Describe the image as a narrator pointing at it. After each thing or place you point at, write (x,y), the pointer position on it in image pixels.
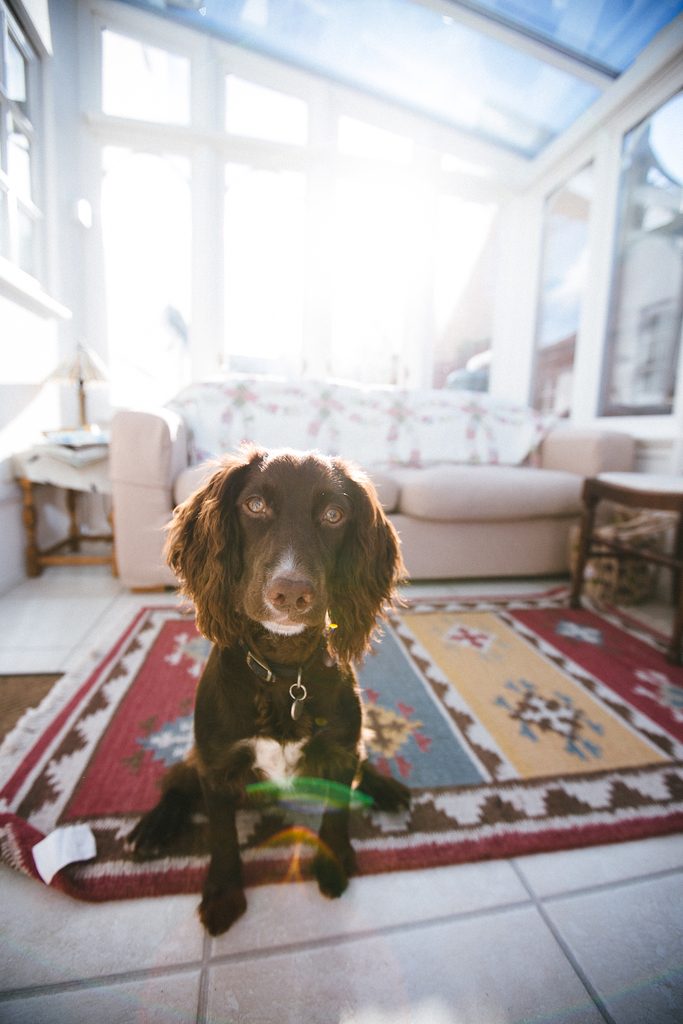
This image consists of a dog (262,693). At the bottom (482,842), there is a floor mat (461,816) on the floor (588,982). In the background (322,425), there is a sofa (432,450). On the left (30,522), there is a table (41,474) on which we can see a lamp (66,375). And we can see the windows (269,193). At the top (442,33), there is a roof (602,71). On the right (674,479), it looks like a chair (631,504).
